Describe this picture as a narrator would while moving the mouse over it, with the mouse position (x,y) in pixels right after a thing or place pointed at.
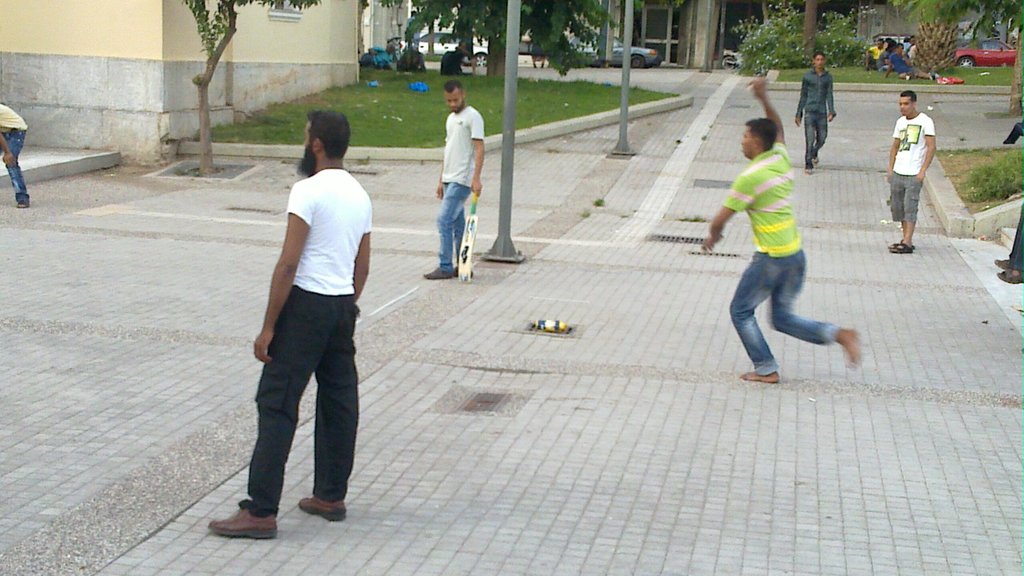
In this image we can see a few people (761,193) on the road (613,276) in which one of them is holding a cricket bat (470,233), one of them is holding a ball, there we see few buildings (62,75), few trees (433,10), electrical poles (626,72), vehicles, grass (383,82), few flowers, doors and a group of people (890,62) sitting on the grass (869,70).
